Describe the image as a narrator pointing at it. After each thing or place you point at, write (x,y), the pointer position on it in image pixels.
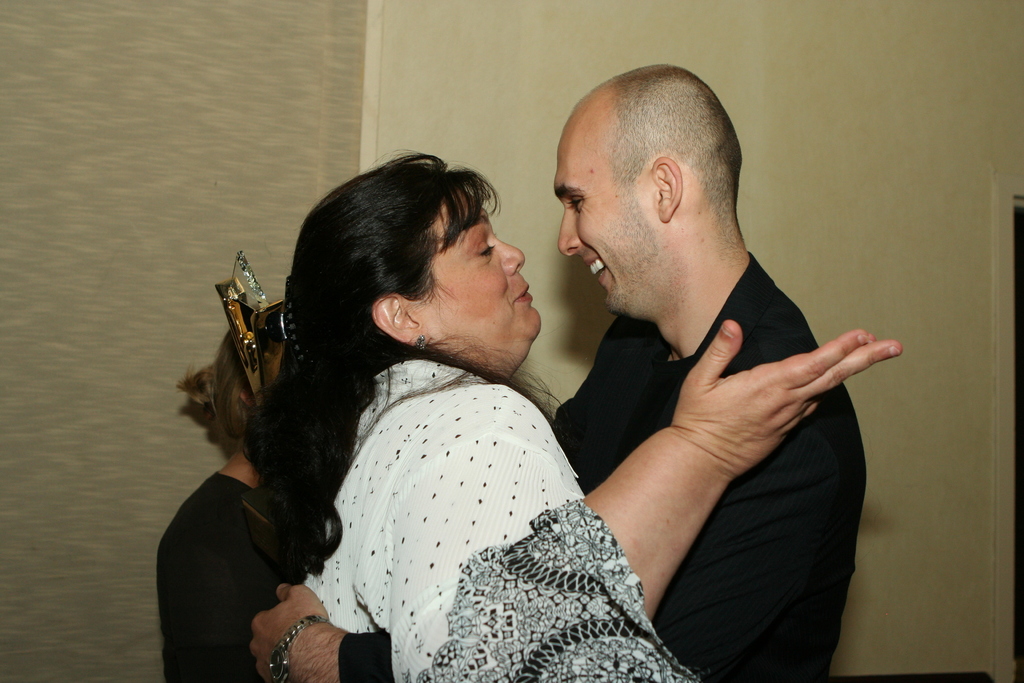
In this image I can see three people (380,566). I can see some object (256,328). In the background (250,103), I can see the wall (301,72).
